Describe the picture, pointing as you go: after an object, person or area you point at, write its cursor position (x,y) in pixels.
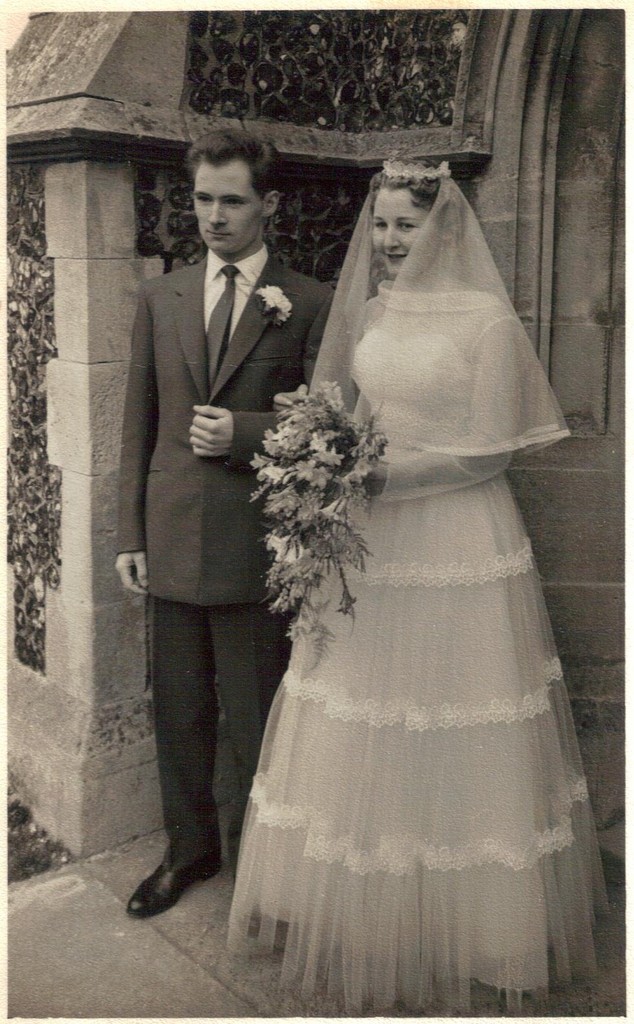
It is a black and white image. In this image we can see a man (177,431) wearing the suit (205,791) and standing. We can also see a woman (262,759) standing and smiling and holding the flowers (306,414). In the background (177,215) we can see the wall (324,146). At the bottom (95,893) we can see the path (95,957).
